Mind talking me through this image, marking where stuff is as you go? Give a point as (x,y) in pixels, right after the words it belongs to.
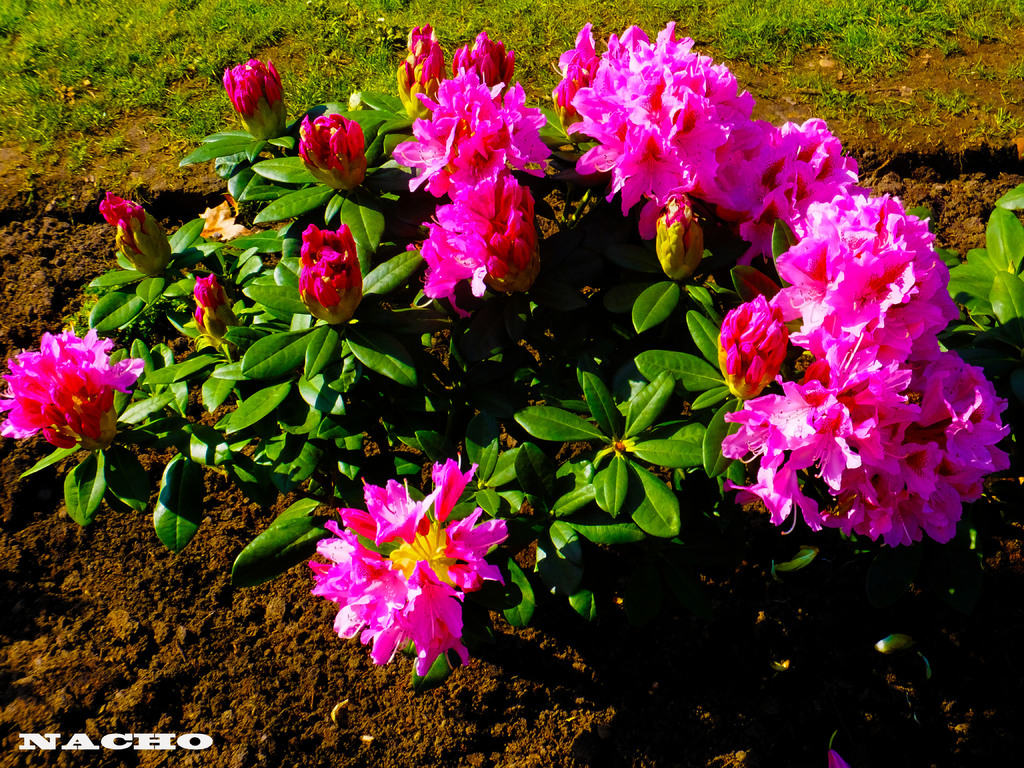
In this image we can see there are plants (445,249) with flowers (742,144) and grass (299,50).
